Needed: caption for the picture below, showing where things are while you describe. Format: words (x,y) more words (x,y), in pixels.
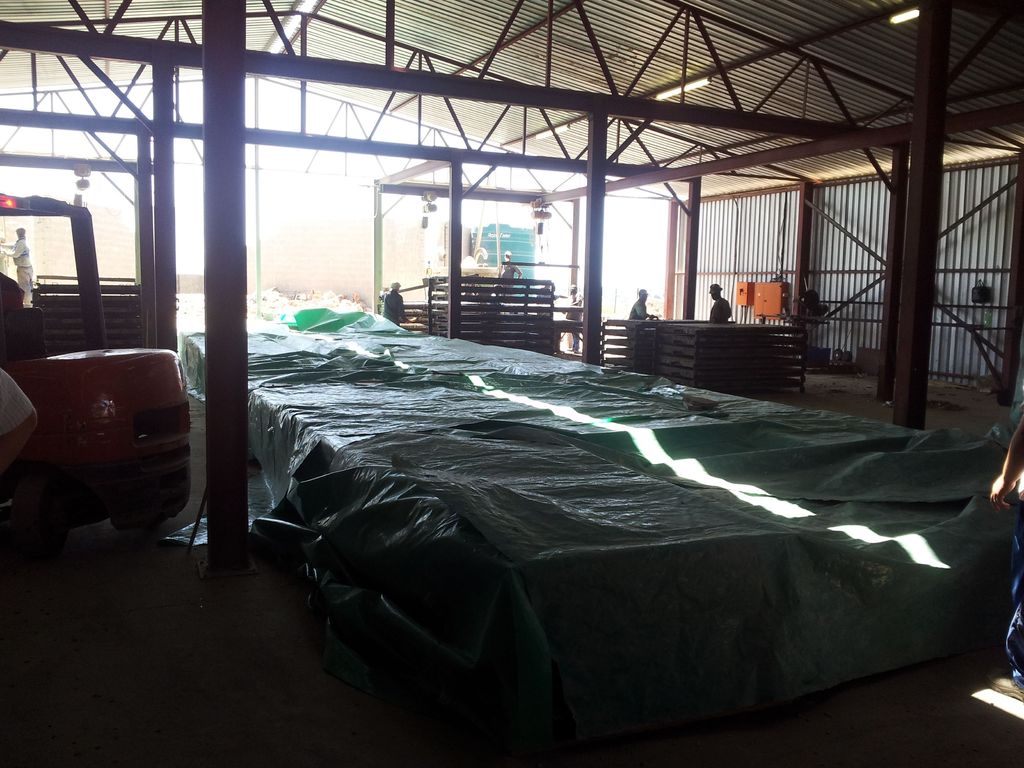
In this image I can see the inside view of a shed (671,9). There are people (715,285), iron strings (821,152), pillars (669,259) and some other objects (359,344). Also in the left side of the image (52,398) it looks like a vehicle (34,508).
